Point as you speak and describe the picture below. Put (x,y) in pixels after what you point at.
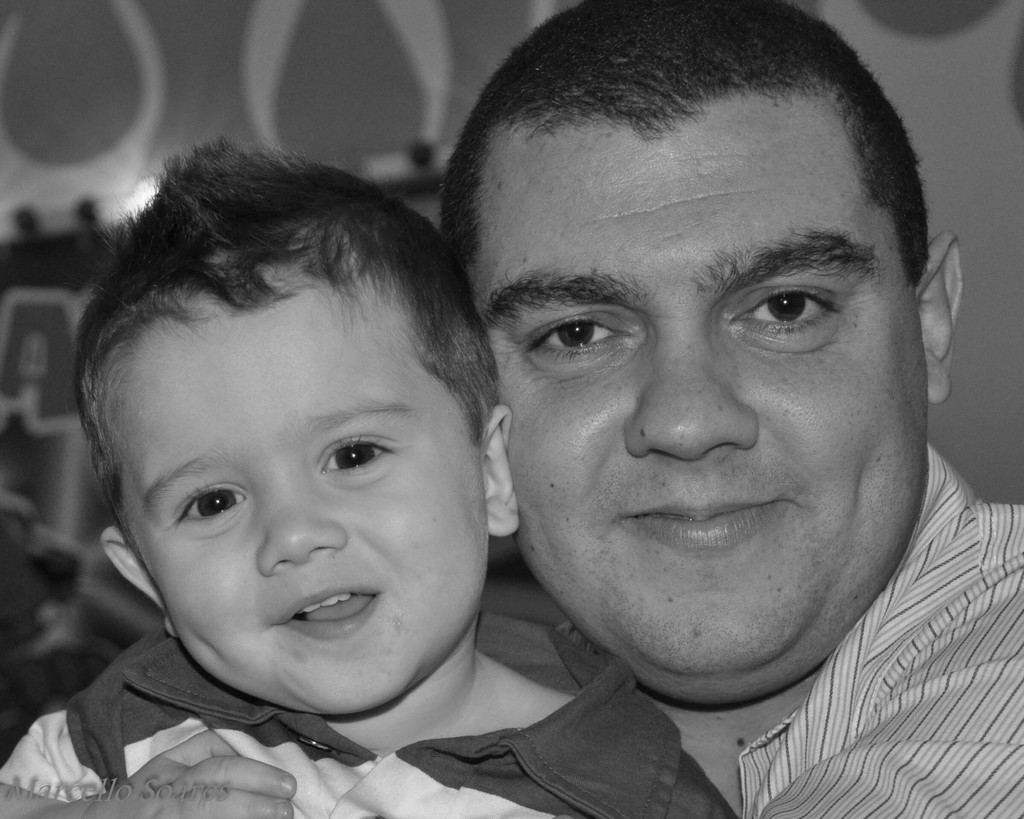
In this image we can see a person's face (736,587) who is wearing striped shirt (884,637) and a kid (403,452) who is wearing white and black dress (400,769) and in the background of the image (219,93) there is a wall (85,142).
